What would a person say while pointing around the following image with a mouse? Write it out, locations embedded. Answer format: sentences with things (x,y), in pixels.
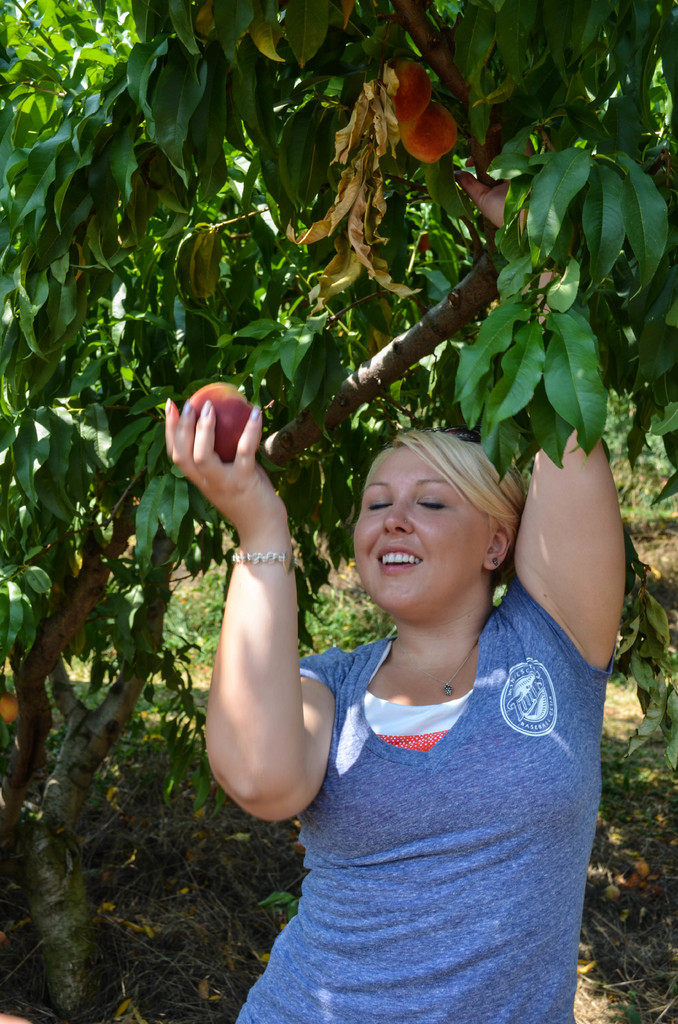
In the foreground of the picture (578,736) there is a woman (257,485) holding fruit (220,417) and hanging to a branch (488,240). At the top (163,301) there is a tree (279,223), there are fruits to the tree (374,155). In the background (167,780) there are plants (189,712), dry grass (220,920) and leaves (180,694). It is sunny.
